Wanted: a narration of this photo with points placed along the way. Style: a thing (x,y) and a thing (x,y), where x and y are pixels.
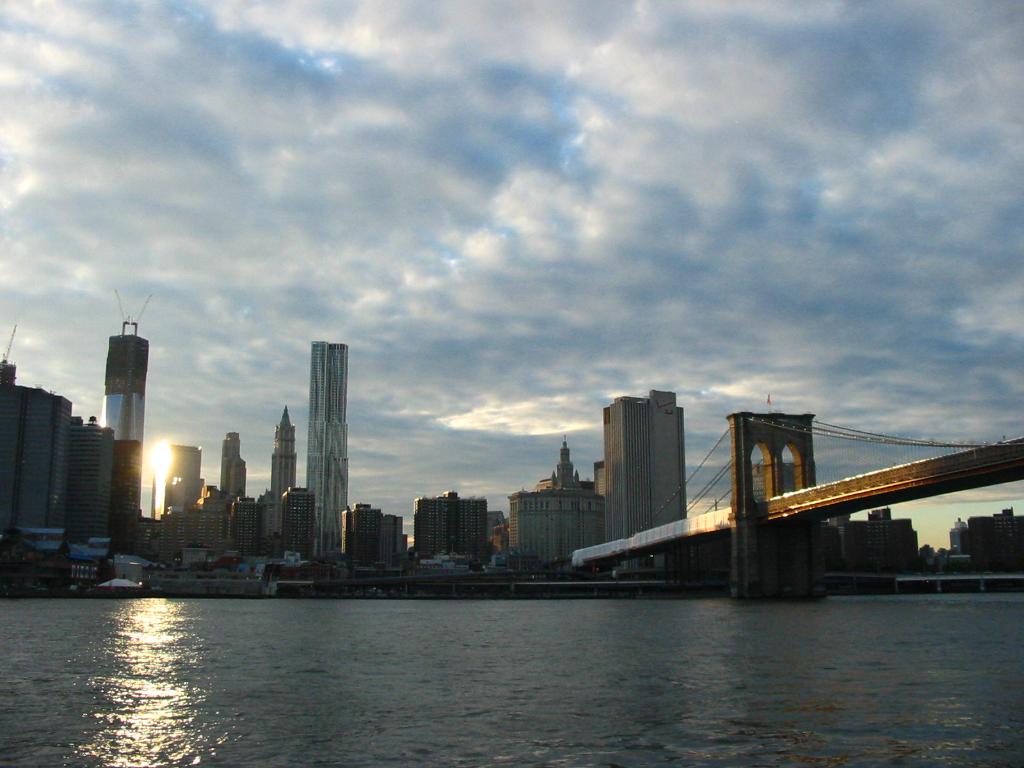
This is an outside view. At the bottom (541,697), I can see the water (737,664). On the right side (808,497) there is a bridge (856,497). In the background (423,560) there are many buildings (582,525). At the top of the image (464,177) I can see the sky (441,162) along with the sun (160,448) and clouds (564,208).
